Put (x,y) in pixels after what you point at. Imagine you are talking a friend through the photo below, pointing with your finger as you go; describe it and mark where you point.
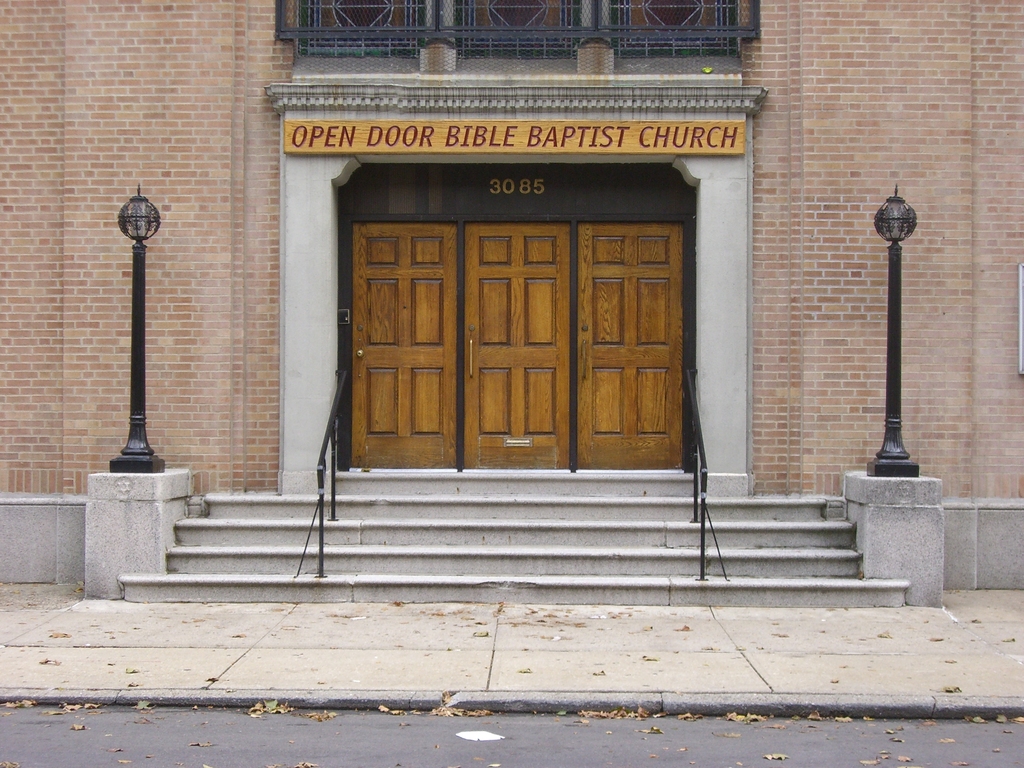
This is a building (851,194) with doors (540,386) and stairs (547,556), these are lights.
